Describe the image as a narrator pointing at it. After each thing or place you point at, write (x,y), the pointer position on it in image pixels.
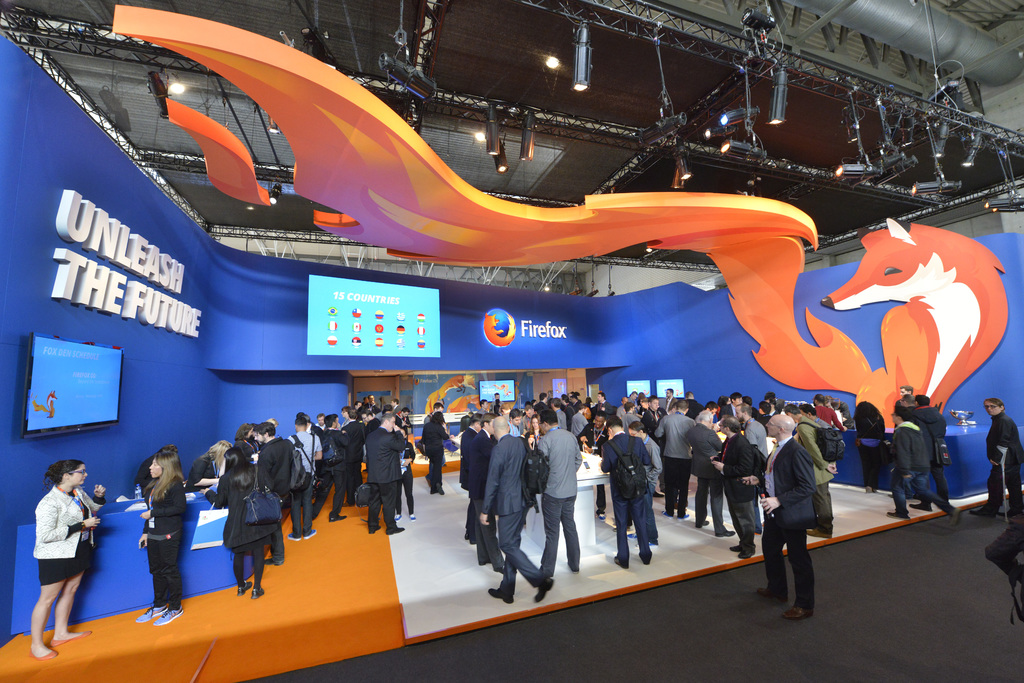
In this image in the center (506,437) there are group of persons (438,477) standing and walking. In the background (178,338) there is a board (512,335) with some text (114,289) written on it. On the top (476,100) there are lights (743,146) and there are stands (715,54) and there is a pipe (880,26). In the center (459,442) there are tables (977,430) and on the tables (962,439) there are bottles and papers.
